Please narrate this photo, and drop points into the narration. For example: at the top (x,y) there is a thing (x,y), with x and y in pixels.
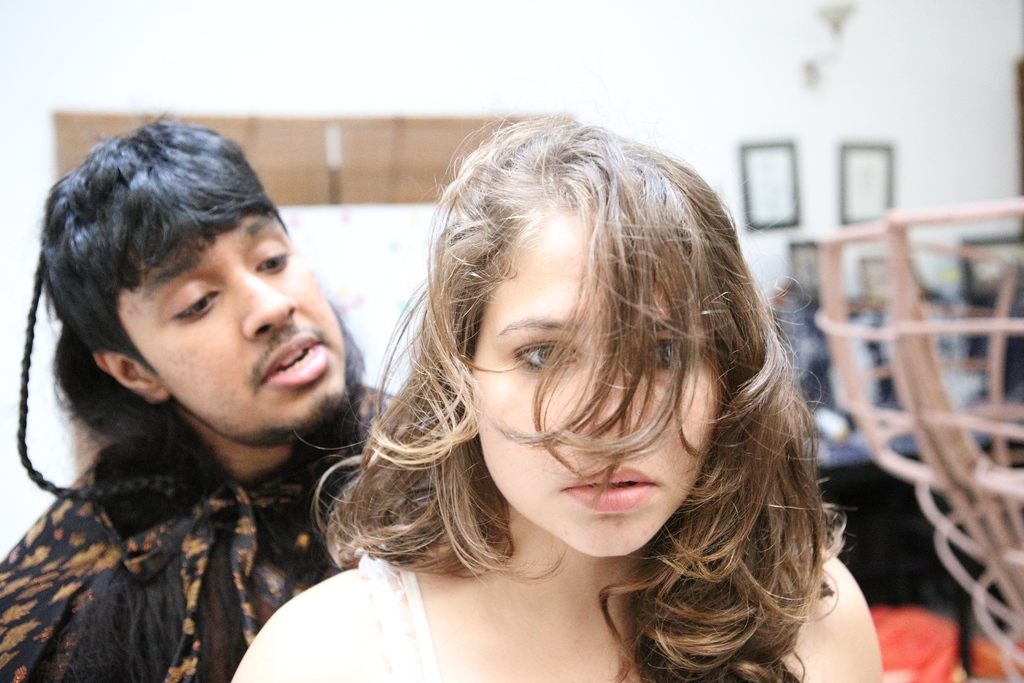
In this image we can see two people (544,500) standing and in the background (388,301), we can see some objects (909,482) and the image is blurred.
